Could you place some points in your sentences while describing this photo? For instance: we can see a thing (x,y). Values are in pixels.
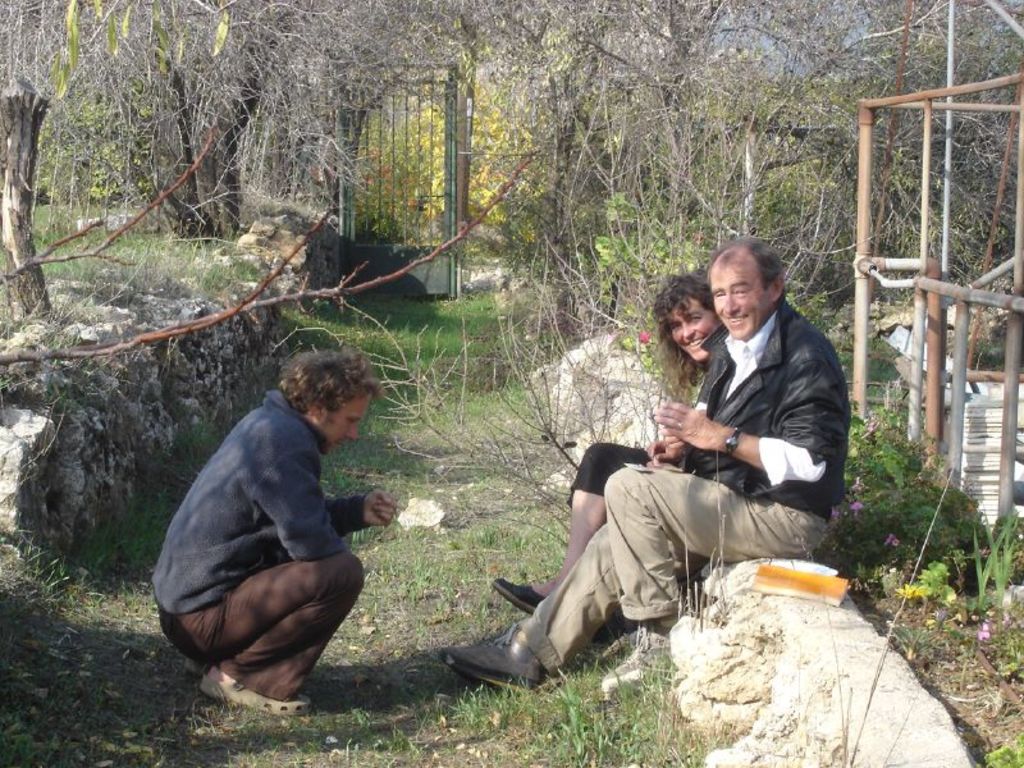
There are two people (704,404) sitting on the platform (760,595) and smiling and this man (252,562) sitting like squat position. We can see grass (542,482), plants (554,469), flowers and object (1013,411). We can see trees (676,230) and gate (443,195).
